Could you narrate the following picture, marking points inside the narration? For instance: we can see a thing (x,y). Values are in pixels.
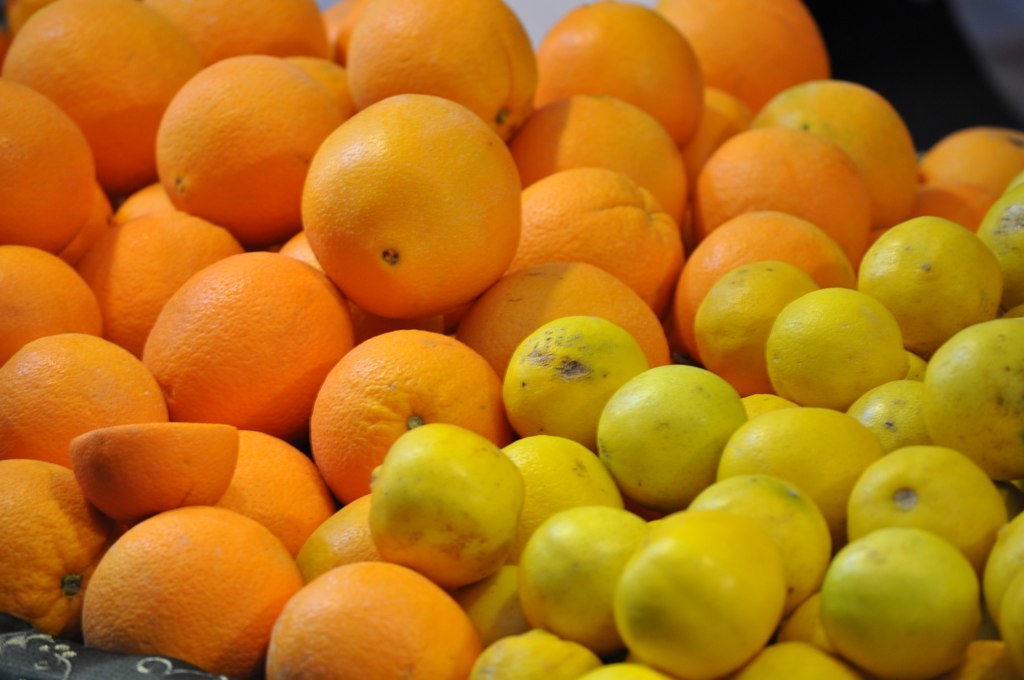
In this image we can see oranges (485,265) and lemons (644,464).
